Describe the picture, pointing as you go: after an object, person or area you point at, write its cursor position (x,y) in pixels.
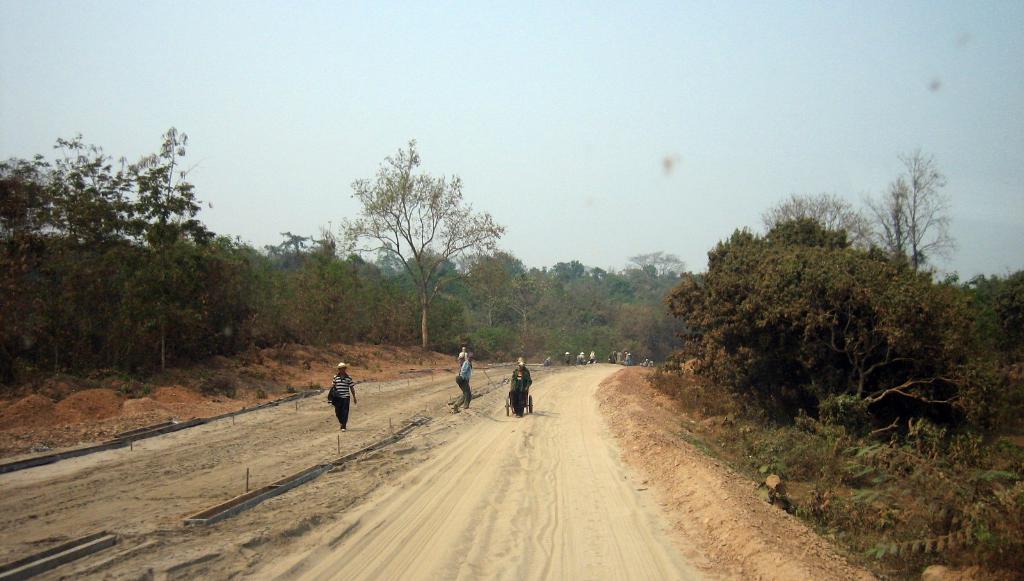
This image consists of many people (522,405) walking on the road (575,530). At the bottom (528,528), there is sand (384,493). On the left (9,255) and right, there are many trees (698,291). At the top (749,95), there is sky (729,110).
